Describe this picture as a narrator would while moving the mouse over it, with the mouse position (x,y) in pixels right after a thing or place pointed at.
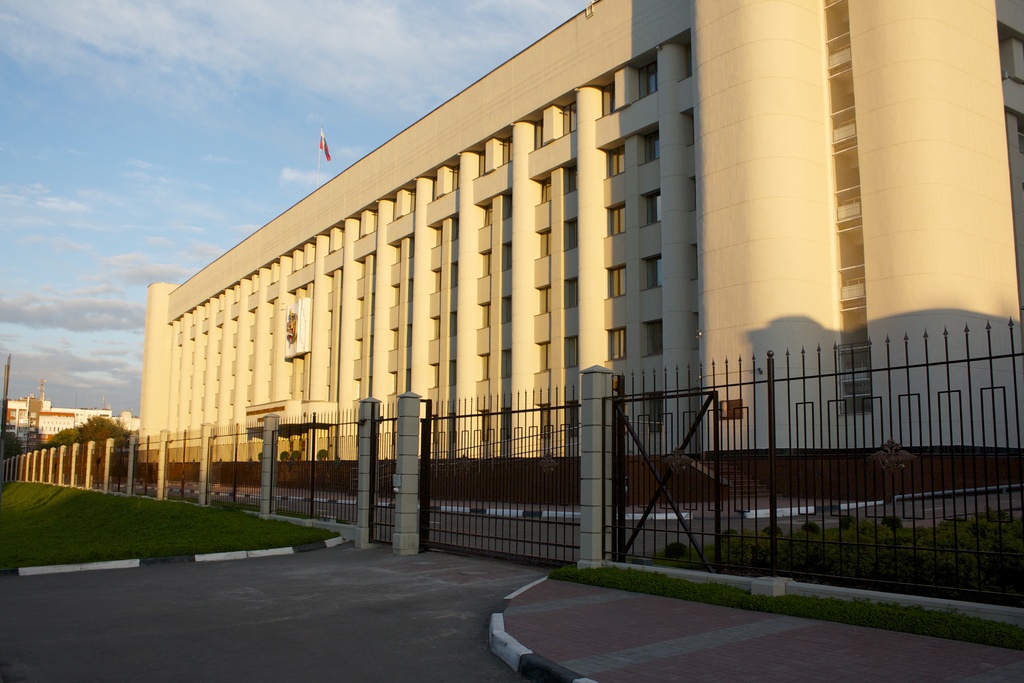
In this image we can see a building (403,327) and a pole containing a flag (327,158) on it. In the foreground (215,479) we can see a metal gate (439,482). In the background (62,411), we can see a group of buildings (19,421), trees (78,428) and sky (206,104).
